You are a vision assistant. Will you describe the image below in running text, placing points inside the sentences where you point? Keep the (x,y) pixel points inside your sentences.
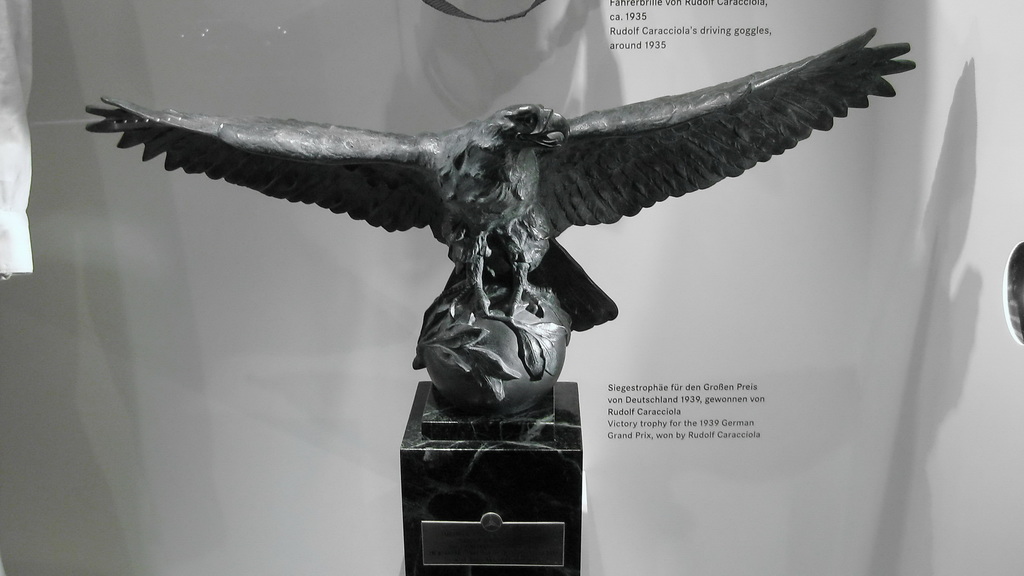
In this image, we can see a statue (541,390) on an object (472,477). In the background (297,456), we can see the white colored wall (760,7) with some text (760,406). We can also see an object (1012,258) on the right (1021,303) and an object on the left (29,73). We can also see an object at the top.
